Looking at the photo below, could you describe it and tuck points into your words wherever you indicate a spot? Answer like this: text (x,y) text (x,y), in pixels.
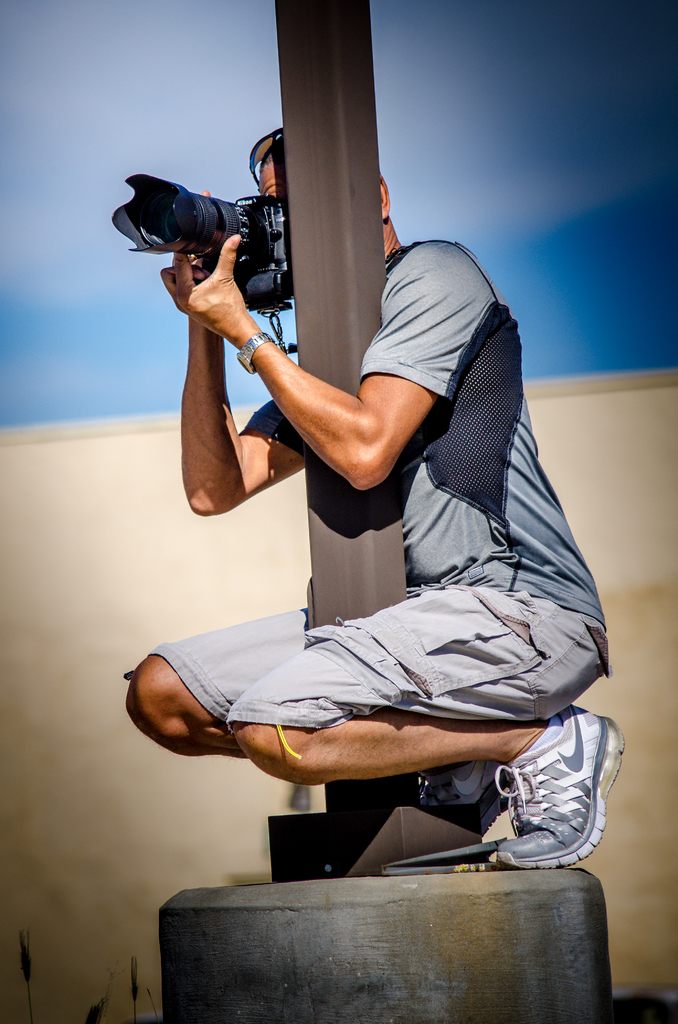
In this image a person (435,575) wearing short (439,624) and T-shirt (454,309) holding a camera (252,274) in his hands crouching down on pole (352,499).
